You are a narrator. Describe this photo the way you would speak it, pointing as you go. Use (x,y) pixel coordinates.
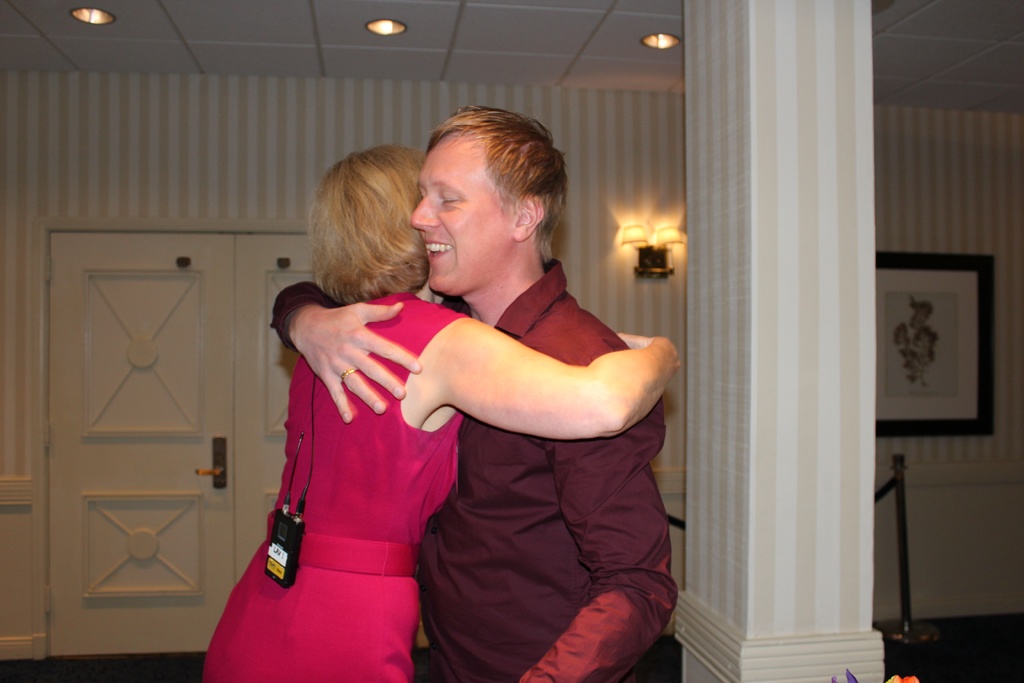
In this image there is a man (519,517) and a woman (378,497) hugging each other. The man (477,259) is smiling. Behind the woman (318,541) there is an object (295,535) on her back (347,514). In the background (303,131) there is a wall (479,100). To the right (901,347) there is a picture frame (948,325) on the wall (984,249). Beside the frame (917,367) there is a pillar (760,256). Behind the pillar (717,260) there is a wall lamp (642,247). There are lights (95,11) to the ceiling (481,26).
